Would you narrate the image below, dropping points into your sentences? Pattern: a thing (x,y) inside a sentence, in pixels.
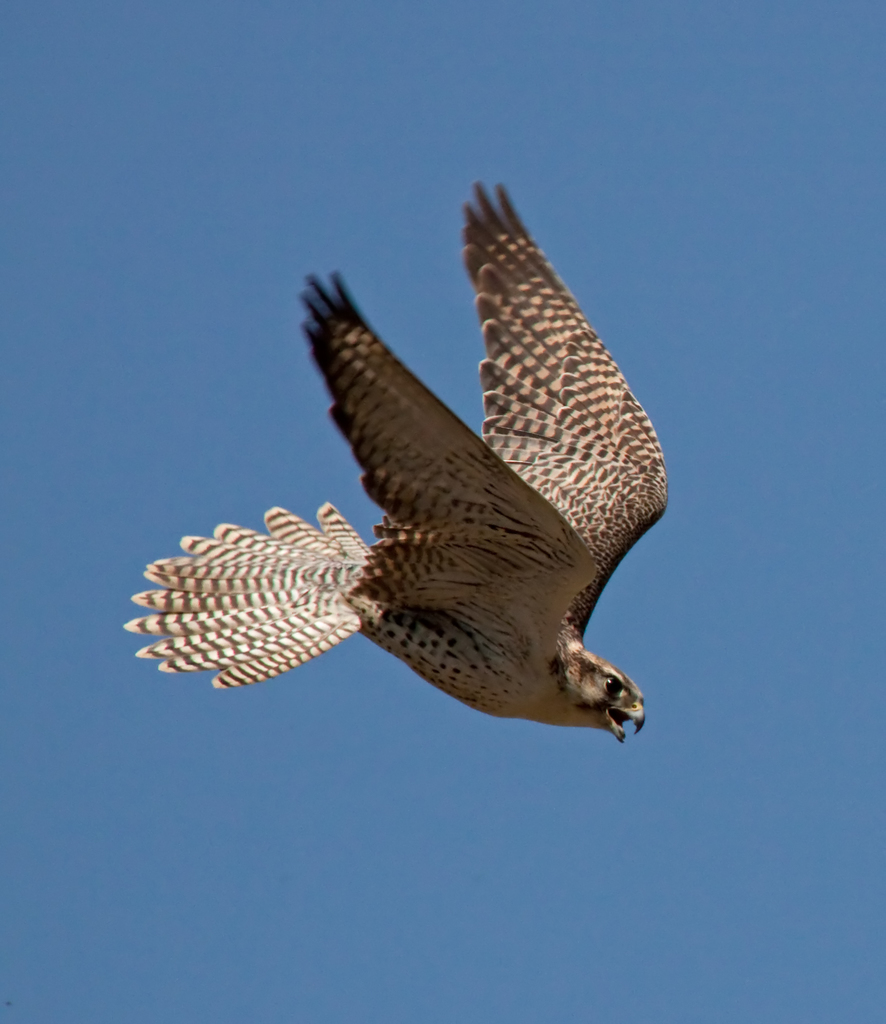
In this image, we can see a bird (484,566) on blue background (504,166).
